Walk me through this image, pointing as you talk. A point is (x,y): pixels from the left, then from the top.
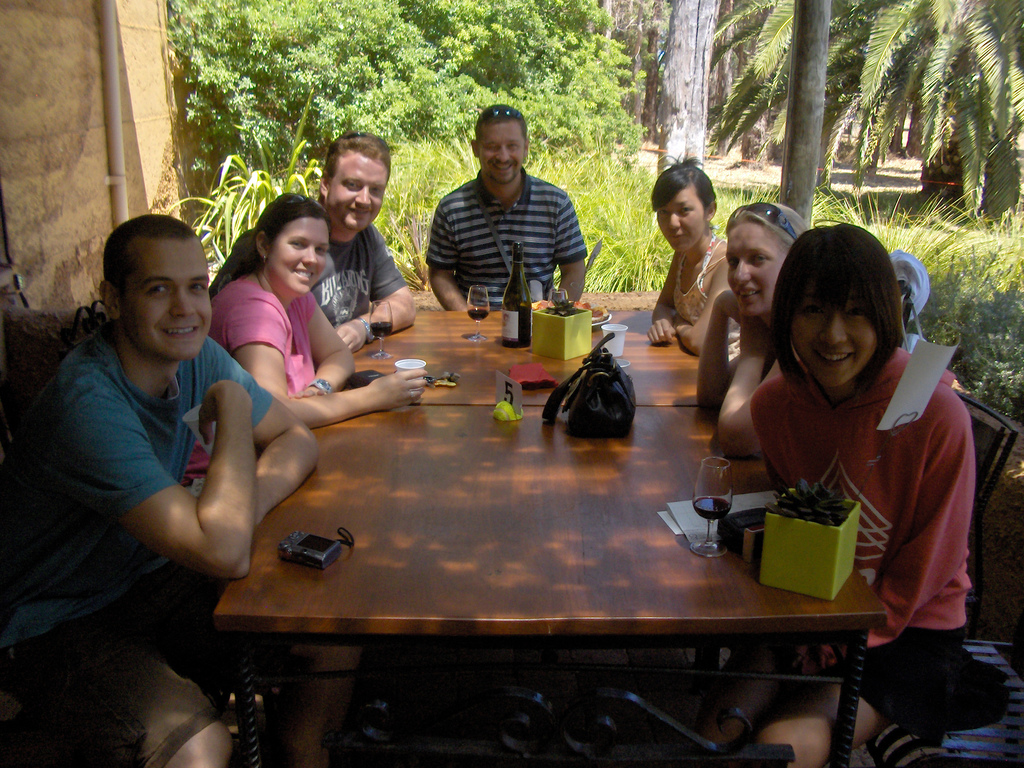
This is a picture of outside of a building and there is a table (480,621) on the floor (402,703) and around the table (255,668) there are the person (549,188) sitting, they are smiling and back side of the table (460,491) there is a grass (624,166) and there is a trees (569,48) visible.
